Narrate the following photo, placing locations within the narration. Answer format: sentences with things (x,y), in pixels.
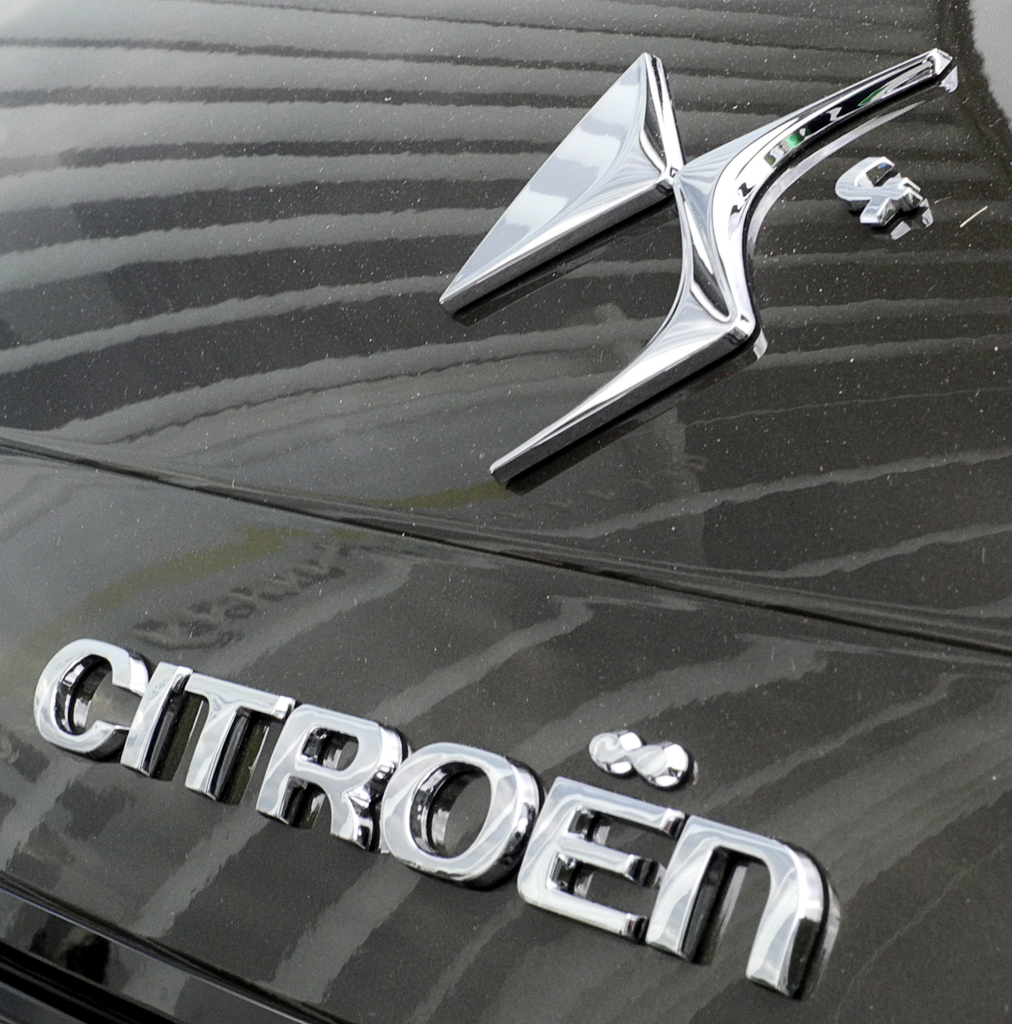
In this image there is an object (311,472) which is black in colour with some text (533,793) written on it.
